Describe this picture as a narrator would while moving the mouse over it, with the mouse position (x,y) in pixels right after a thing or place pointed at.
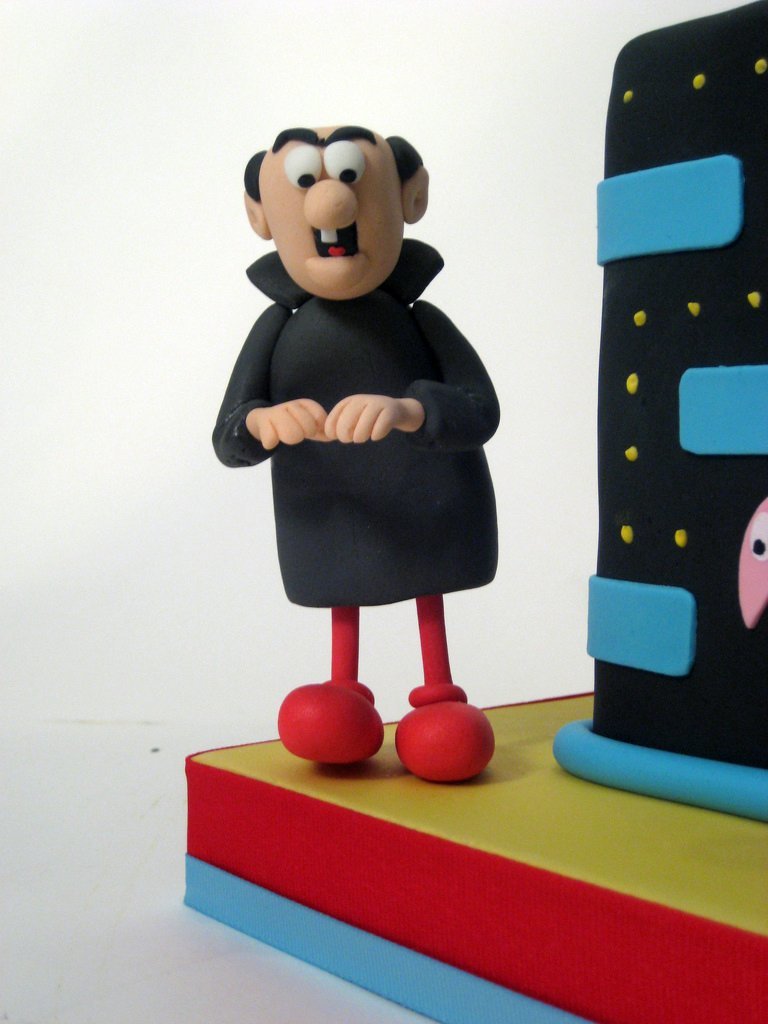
In the foreground of this image (418,753), it seems like a cartoon toy (381,603) and wall (679,638) and there is a white background (104,82).
